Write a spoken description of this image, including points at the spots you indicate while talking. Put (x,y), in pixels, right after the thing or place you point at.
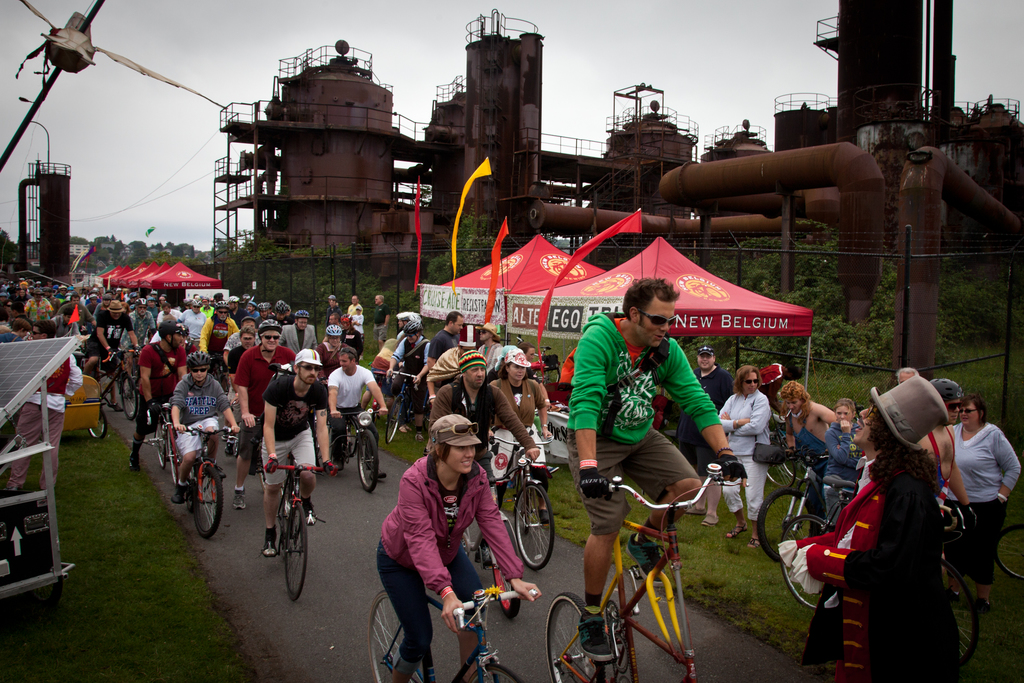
In this image we can see few people (192,334) riding bicycles (353,413) on the road (255,559) and few people (761,398) standing on the grass (747,535), there are few flags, tents (140,280), buildings (577,159), pipes (774,221), trees (812,280), a fence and few objects (8,367) and the sky (179,134) in the background (570,58).
